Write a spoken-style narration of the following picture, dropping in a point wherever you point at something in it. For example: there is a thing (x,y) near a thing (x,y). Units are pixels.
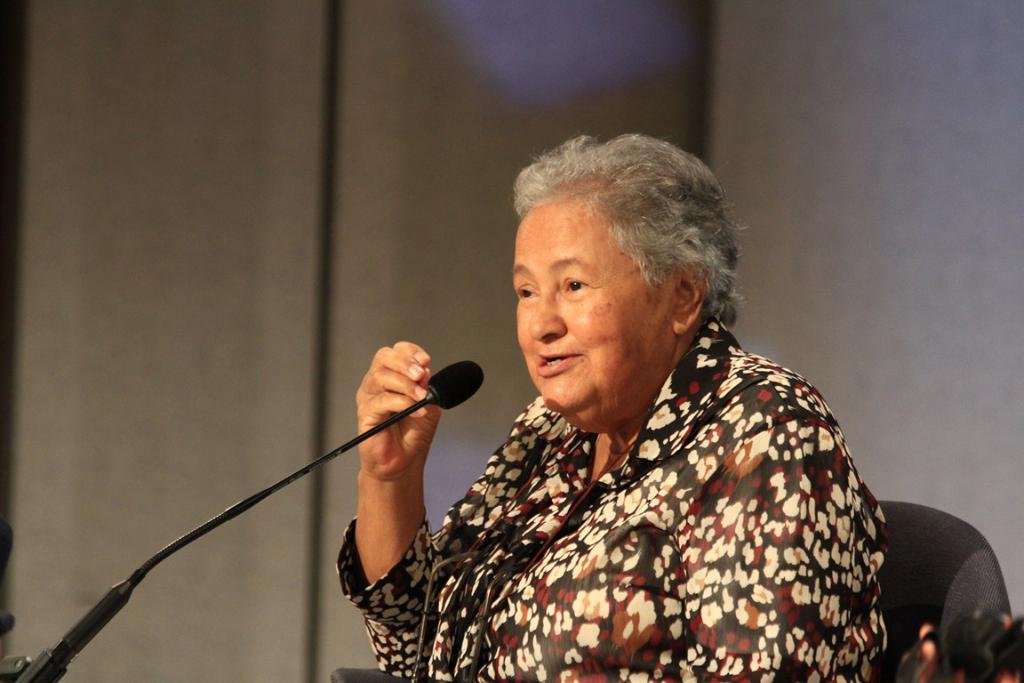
In this picture there is a woman (588,489) who is sitting on the chair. In front of her there is a mic (455,400). In the back (447,206) I can see the wall (862,323).
